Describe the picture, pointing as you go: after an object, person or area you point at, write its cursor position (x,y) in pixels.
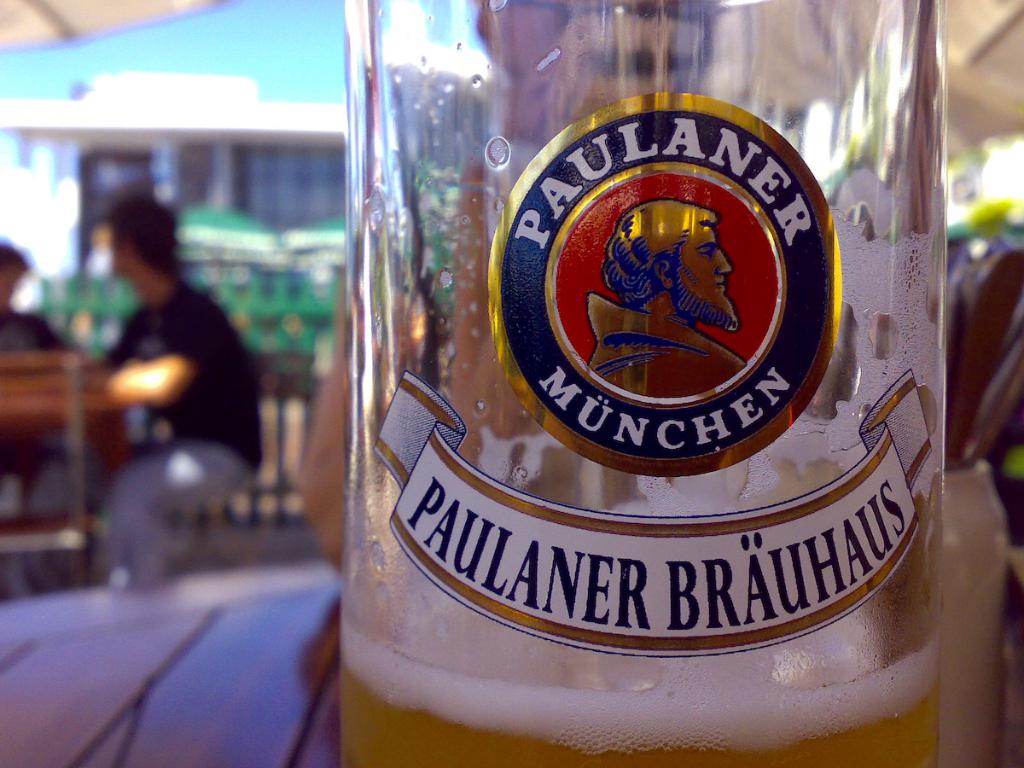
This picture shows a glass (542,327) with some drink (562,736) in it, placed on the table (182,684). In the background (196,417), there are some people (169,483) sitting in the chairs (56,376) in front of a table (99,378).
